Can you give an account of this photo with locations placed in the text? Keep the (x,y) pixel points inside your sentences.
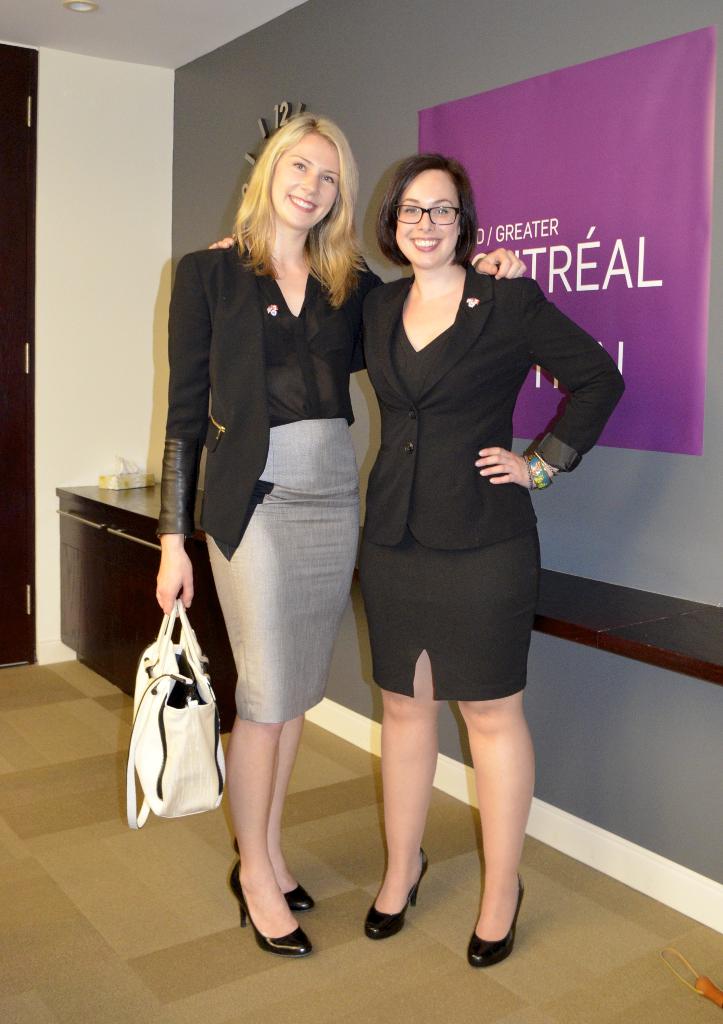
In this picture we can see there are two women (273,483) standing on the floor (319,740) and behind the women (259,479) there is a wall (138,451).
